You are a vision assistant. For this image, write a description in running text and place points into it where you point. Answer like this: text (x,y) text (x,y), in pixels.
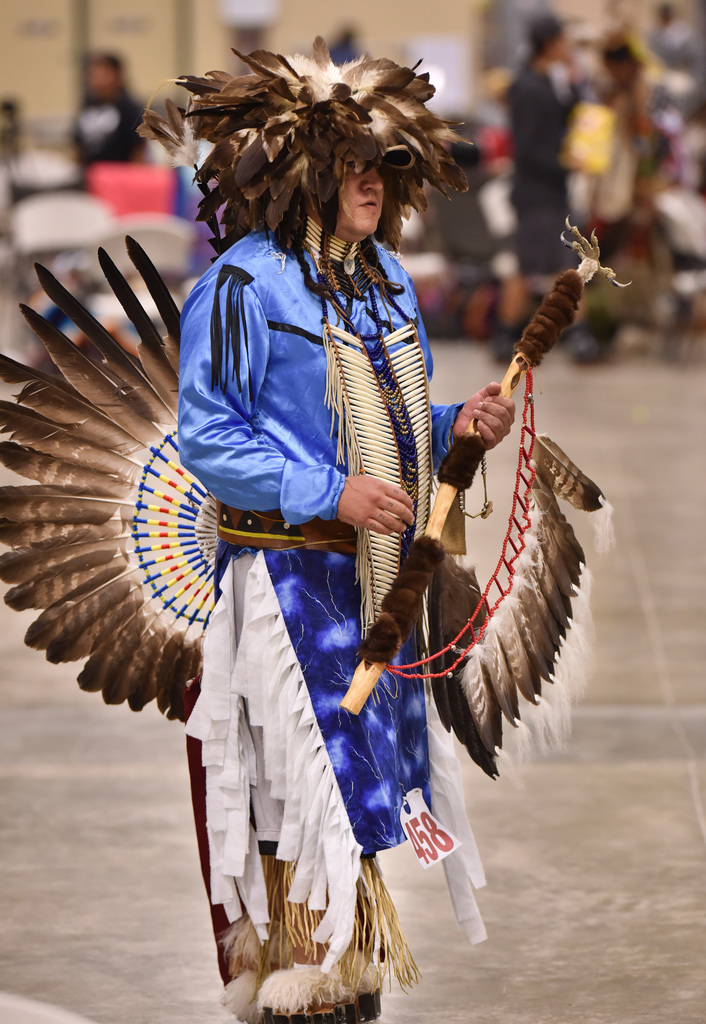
In the picture we can see a person (231,921) standing with different costumes (273,673) and holding a stick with some feathers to it, and in the background (561,39) also we can see some people (554,49) standing on the path (679,882).
